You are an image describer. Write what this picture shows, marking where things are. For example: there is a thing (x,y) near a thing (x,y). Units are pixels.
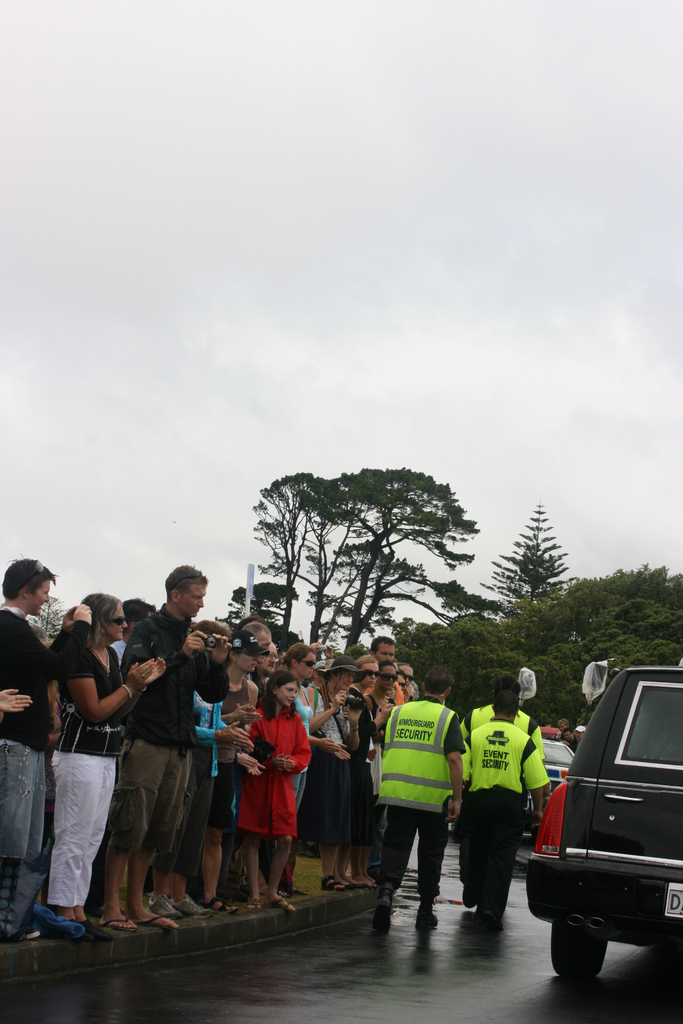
In this picture we can see there are two vehicles (557,834) and people (566,737) on the road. On the left side of the image (124,784), there is a group of people (191,744) standing and a man (183,750) is holding a camera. Behind the people (180,683) there are trees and the cloudy sky (372,322).
